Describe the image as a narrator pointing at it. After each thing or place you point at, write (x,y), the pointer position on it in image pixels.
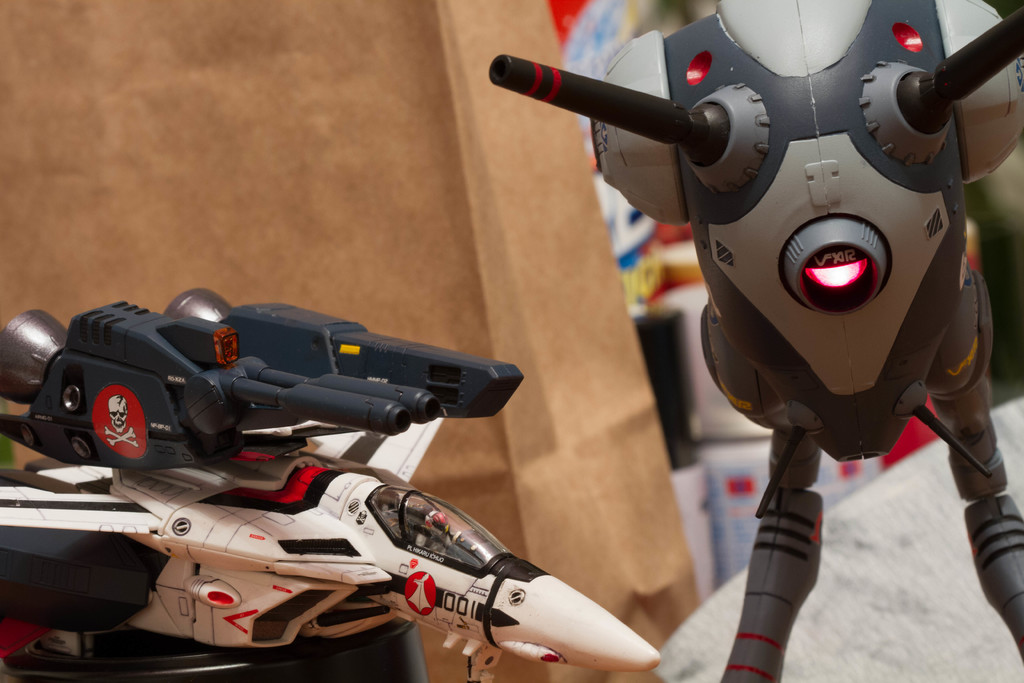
In this picture we can see electric toys (815,518) kept in front of a paper bag (26,289).
